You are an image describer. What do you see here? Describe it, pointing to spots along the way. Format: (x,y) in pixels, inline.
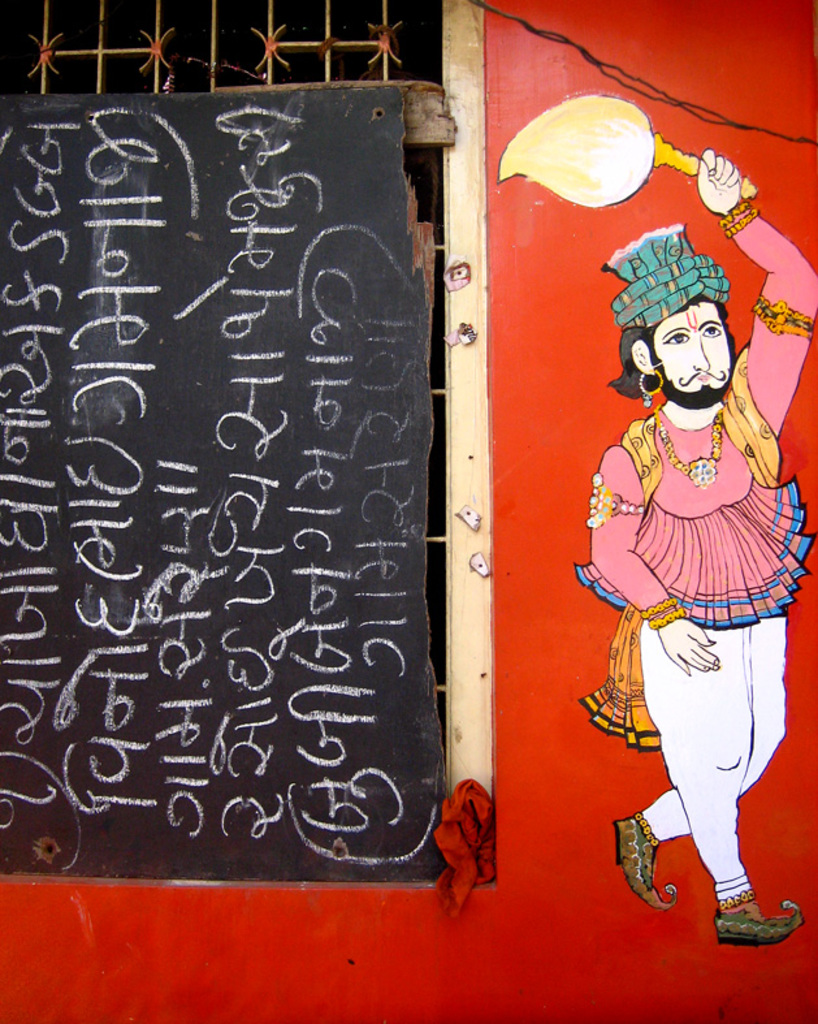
In this image there is a wall (456,1004) having a window (77,78) covered with a board (285,492) having some text (81,440) on it. Wall (776,1011) is painted with a picture (653,722) of a person (779,589) holding an object (670,169) in his hand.
